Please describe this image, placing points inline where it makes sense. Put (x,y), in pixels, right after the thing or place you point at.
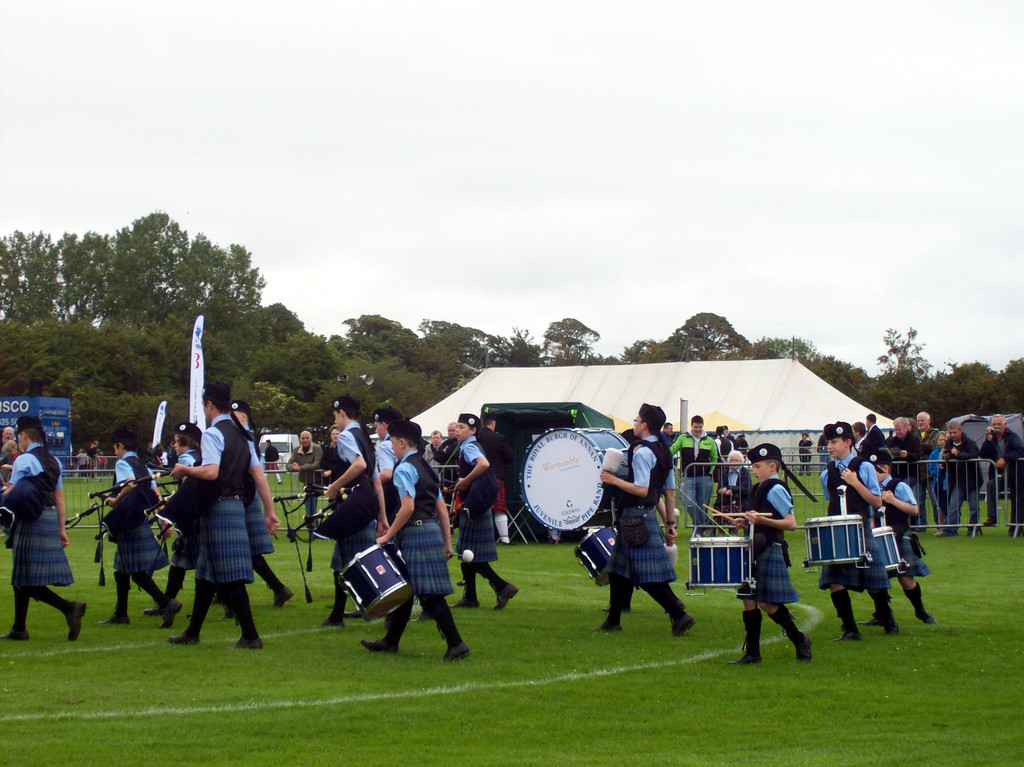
In this image I see number of people (657,435) in which few of them are holding musical instruments (142,516) in their hands (850,473) and I see the green grass (946,630) and I see the fencing (921,519) over here. In the background (481,391) I see the shed (691,387) over here and I see 2 flags (199,360) and I see a vehicle (277,439) over here and I see number of trees (108,282) and the cloudy sky (532,155).
